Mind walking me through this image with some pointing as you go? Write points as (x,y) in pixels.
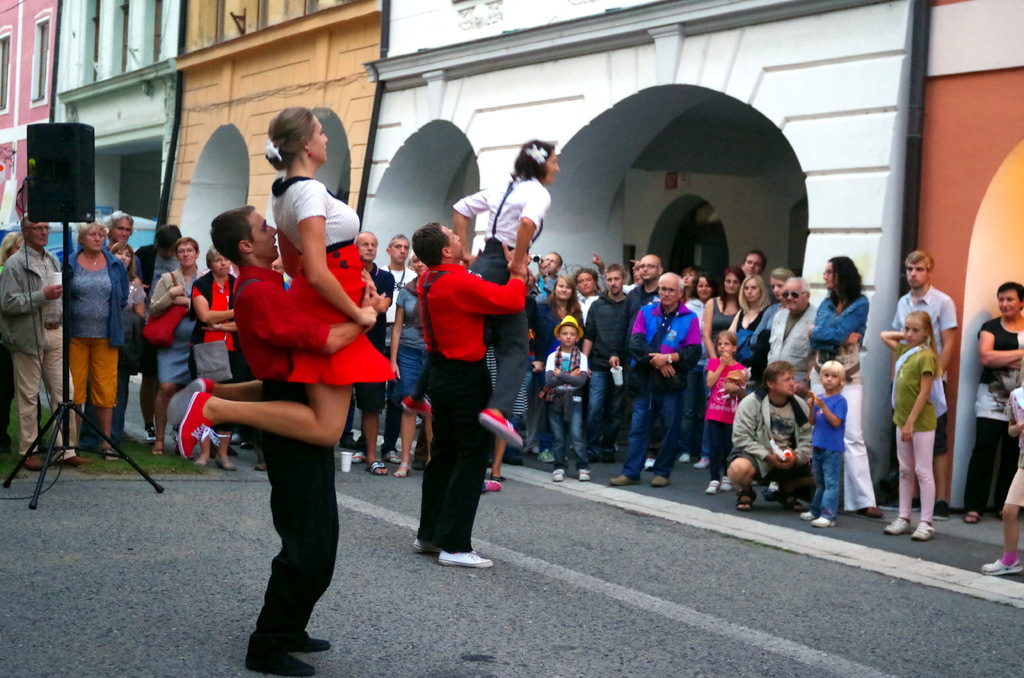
In this image we can see a few people (468,382), among them two people (298,445) are lifting the women (340,270). There are some buildings (518,124), windows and a stand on the ground (137,460).
